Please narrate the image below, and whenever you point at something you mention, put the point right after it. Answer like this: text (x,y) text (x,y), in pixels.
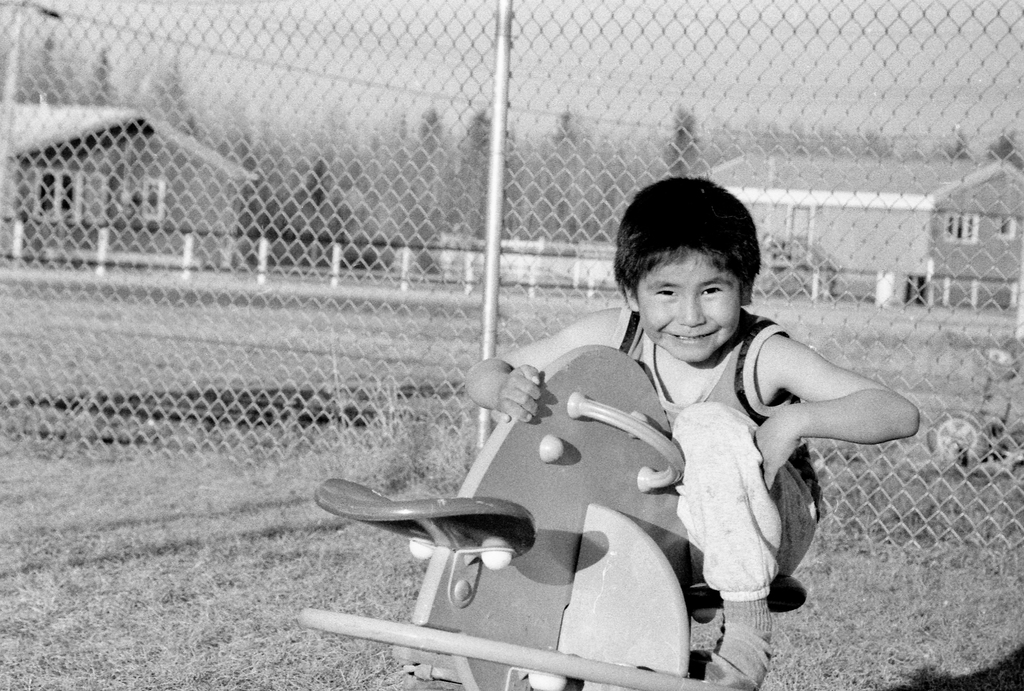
There is one kid (734,571) holding an object (690,583) as we can see at the bottom of this image (638,518). We can see a fence (294,175), houses (208,187) and trees (311,180) in the background (182,173).
